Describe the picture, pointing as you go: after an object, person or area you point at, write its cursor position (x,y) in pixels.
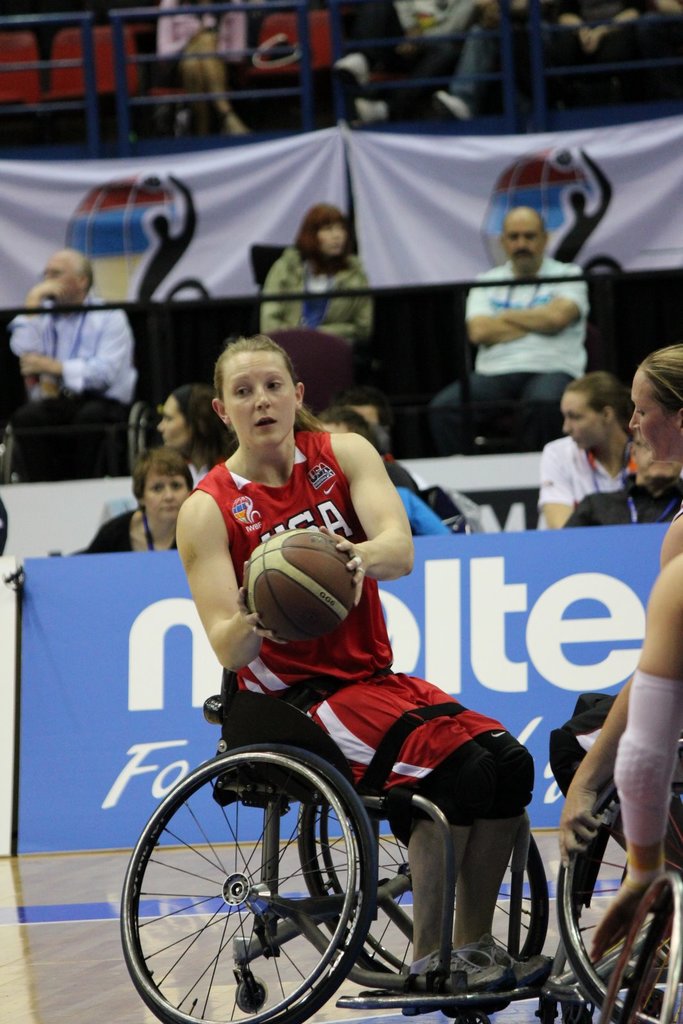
In this image there are wheel chair players (566,833) playing basketball, in the background (105,577) there is a banner (475,621), on that banner (475,621) there is some text (411,670) and people (189,416) are sitting on chairs (131,422).
